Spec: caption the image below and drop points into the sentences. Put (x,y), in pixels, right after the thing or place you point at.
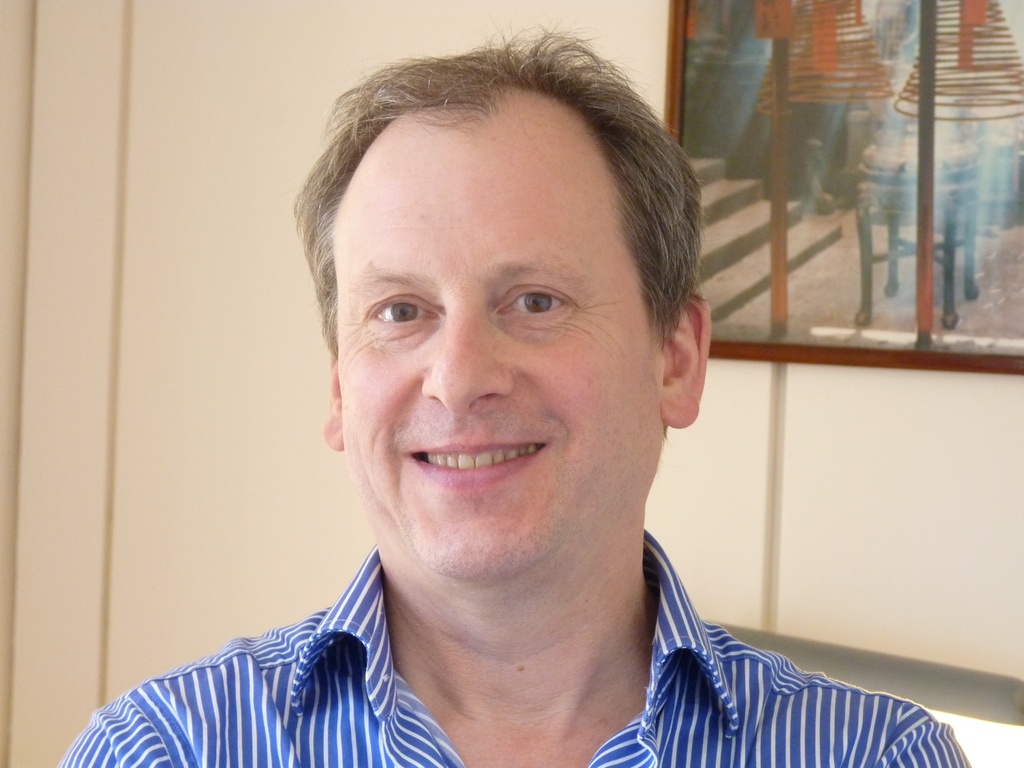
In this image we can see a man (733,647). He is wearing a shirt (336,727) and he is smiling. Here we can see a photo frame (784,159) on the wall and it is on the right side (899,136). In the background (165,373), we can see the wall (196,110).
